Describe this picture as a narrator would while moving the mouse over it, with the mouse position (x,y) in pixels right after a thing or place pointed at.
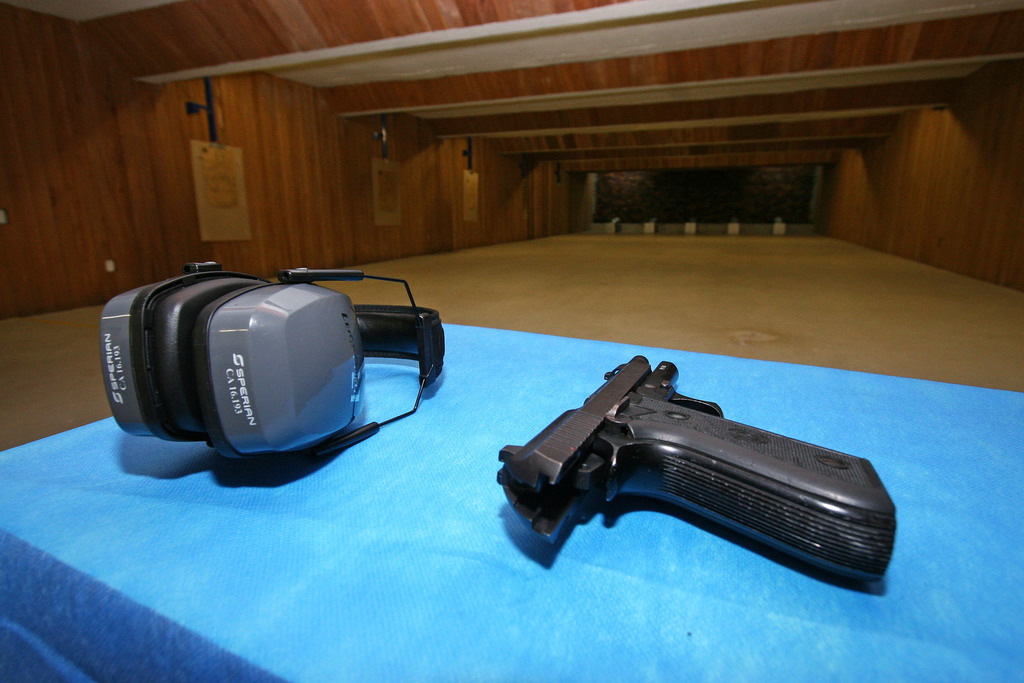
In this image I can see on the right side (729,490) there is a gun (784,516), on the left side (213,331) there is the headset (269,374). In the middle (472,454) it looks like a blue color cloth (335,534).
